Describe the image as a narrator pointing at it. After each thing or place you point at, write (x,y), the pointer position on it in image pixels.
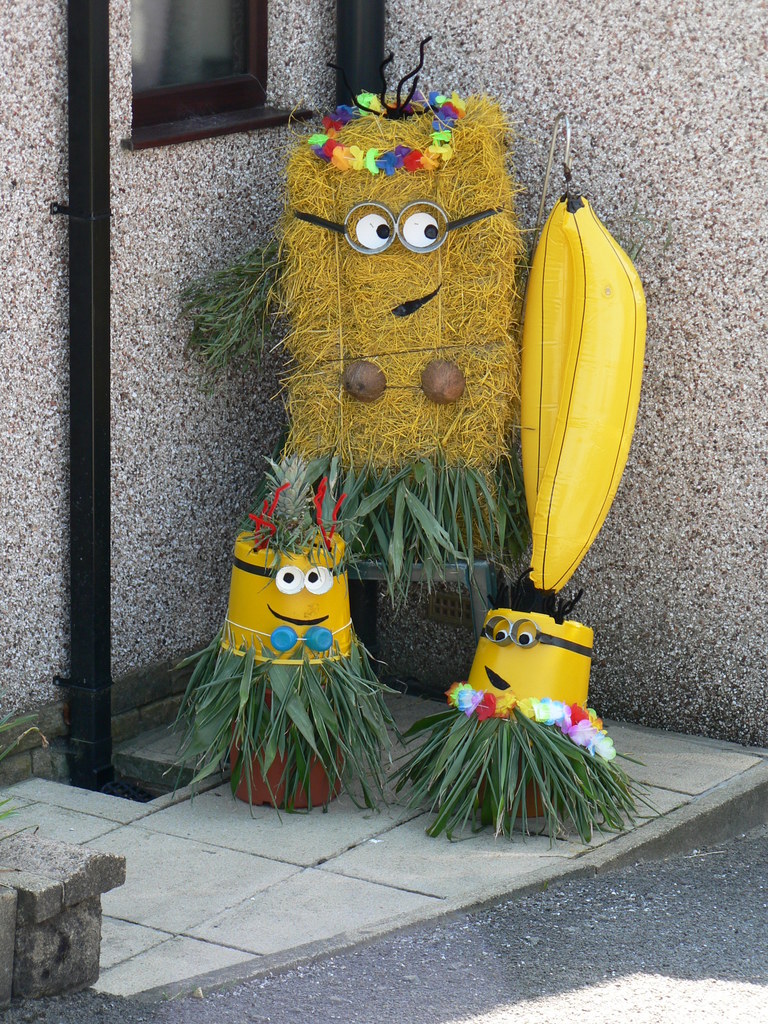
In this image I can see number of green colour leaves (451,711) and few yellow colour things (345,468). I can also see a black pipe (71,483), a window (173,81) and here I can see colourful things (399,147).
